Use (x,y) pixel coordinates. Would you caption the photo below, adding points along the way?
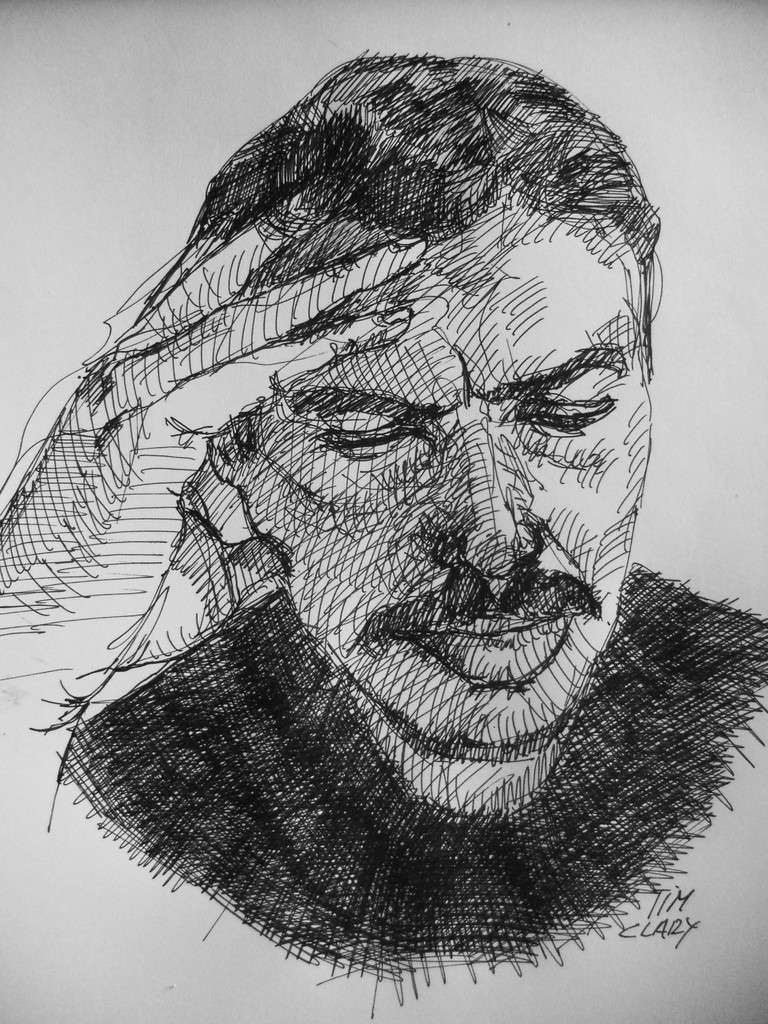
In the picture there is a drawing (394,302) of a man (366,603), he is keeping his hand (186,448) on his head (349,566).
